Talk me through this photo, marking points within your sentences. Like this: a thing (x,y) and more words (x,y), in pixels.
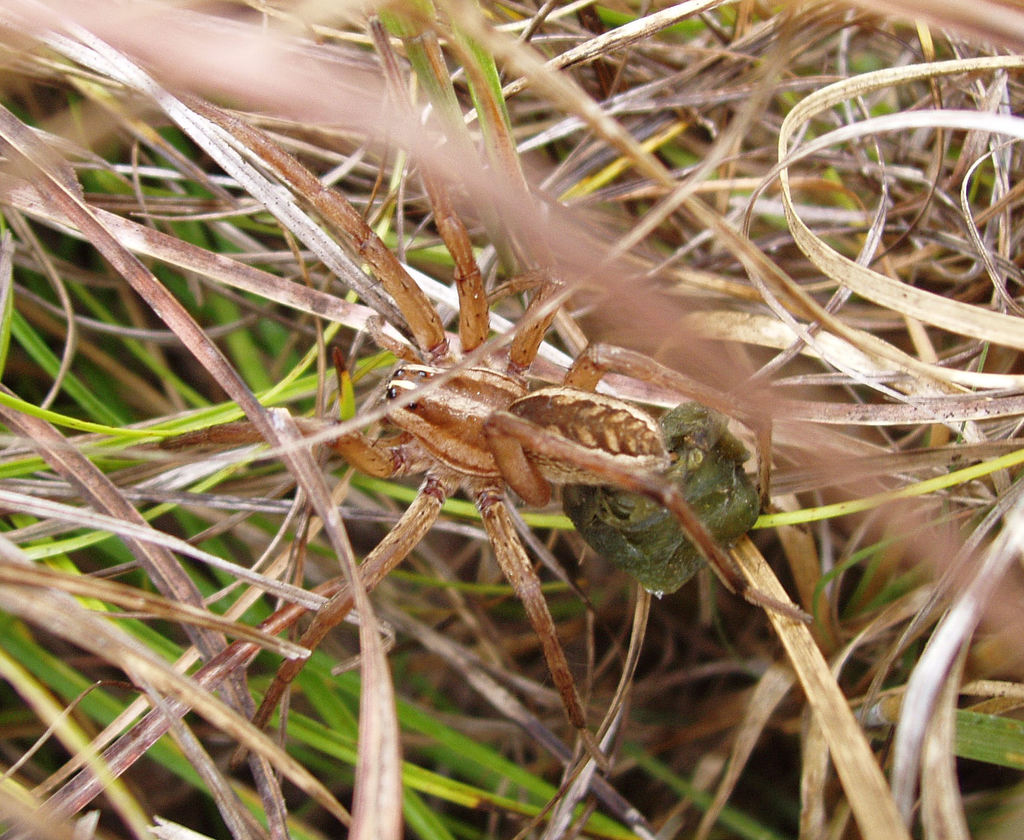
In this picture we can see a spider (506,440) in the middle (496,509), in the background (816,198) there are some leaves (625,225) of plants (66,741).
